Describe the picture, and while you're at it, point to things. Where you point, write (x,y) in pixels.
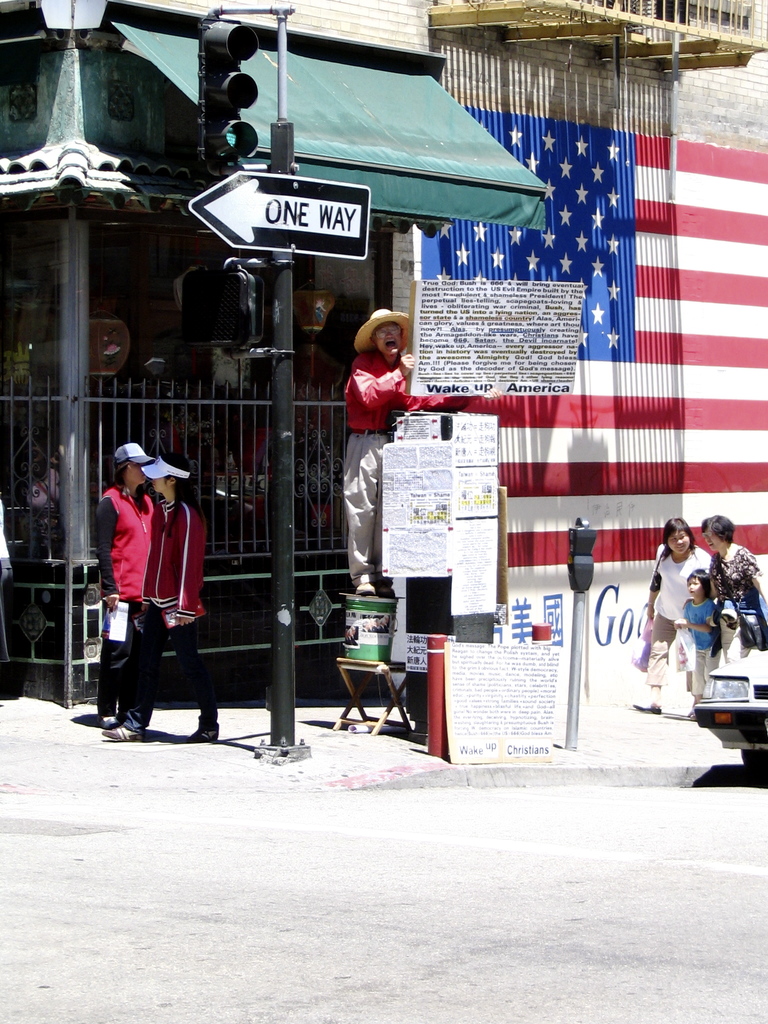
In the center of the image (345,501) we can see a person (359,568) is standing on some objects (354,613) and he is wearing a hat (372,327) and he is holding one board (481,338) with some text (518,318). And we can see one person (121,552) is standing and a few people (173,639) are walking and they are holding some objects (140,629). Among them, we can see two persons (156,511) are wearing caps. On the right side of the image (734,722), we can see the part of a car (701,709) on the road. In the background (721,137), there is a wall (731,132) with some flag painting (568,131) on it. And we can see poles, railings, one signboard (335,186), traffic signal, posters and a few other objects (374,97).
